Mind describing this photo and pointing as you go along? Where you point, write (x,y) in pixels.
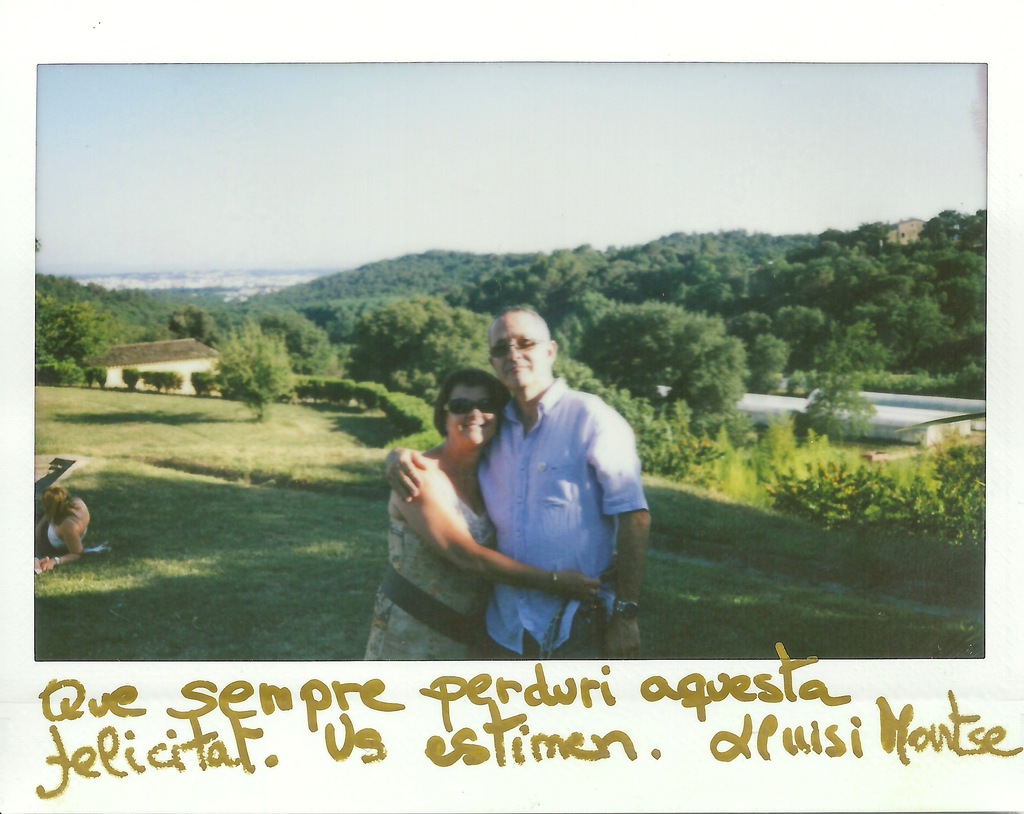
In this image in the middle (490,453) there is a man (519,460) and a woman (473,476). They both are wearing sunglasses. In the background (578,338) there are trees (578,338), buildings (134,363). Here there is a lady (69,538). At the bottom (886,727) some text (426,748) are there.
